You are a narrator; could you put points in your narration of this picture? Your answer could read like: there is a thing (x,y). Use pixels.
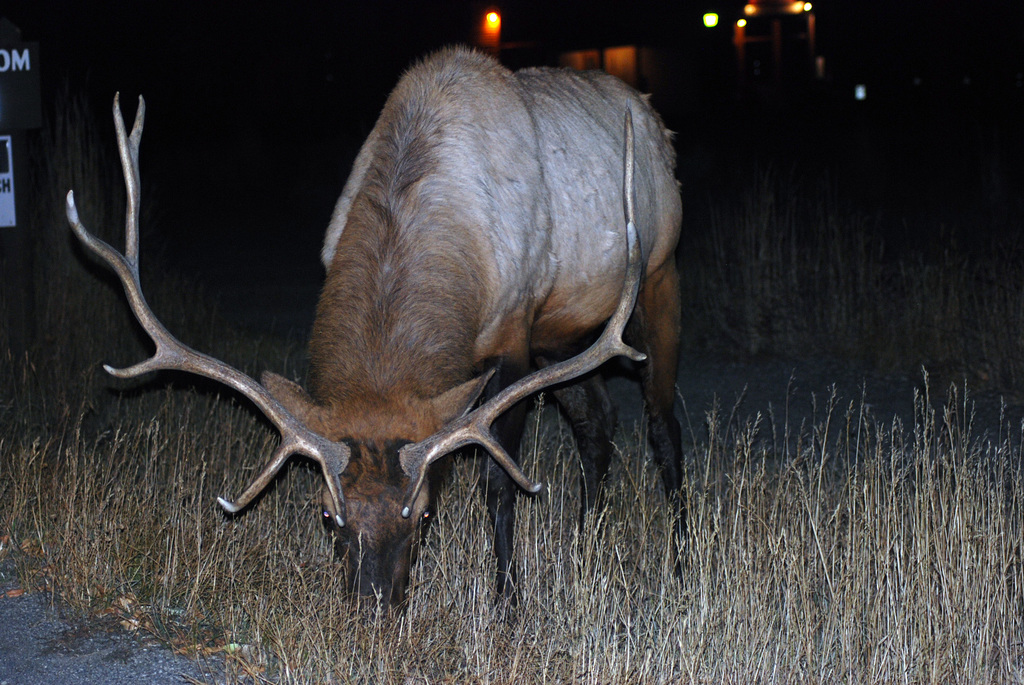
In this image, we can see an animal (575,219). There is a grass (726,501) on the ground (155,499). There are lights (500,24) at the top of the image (487,27).
